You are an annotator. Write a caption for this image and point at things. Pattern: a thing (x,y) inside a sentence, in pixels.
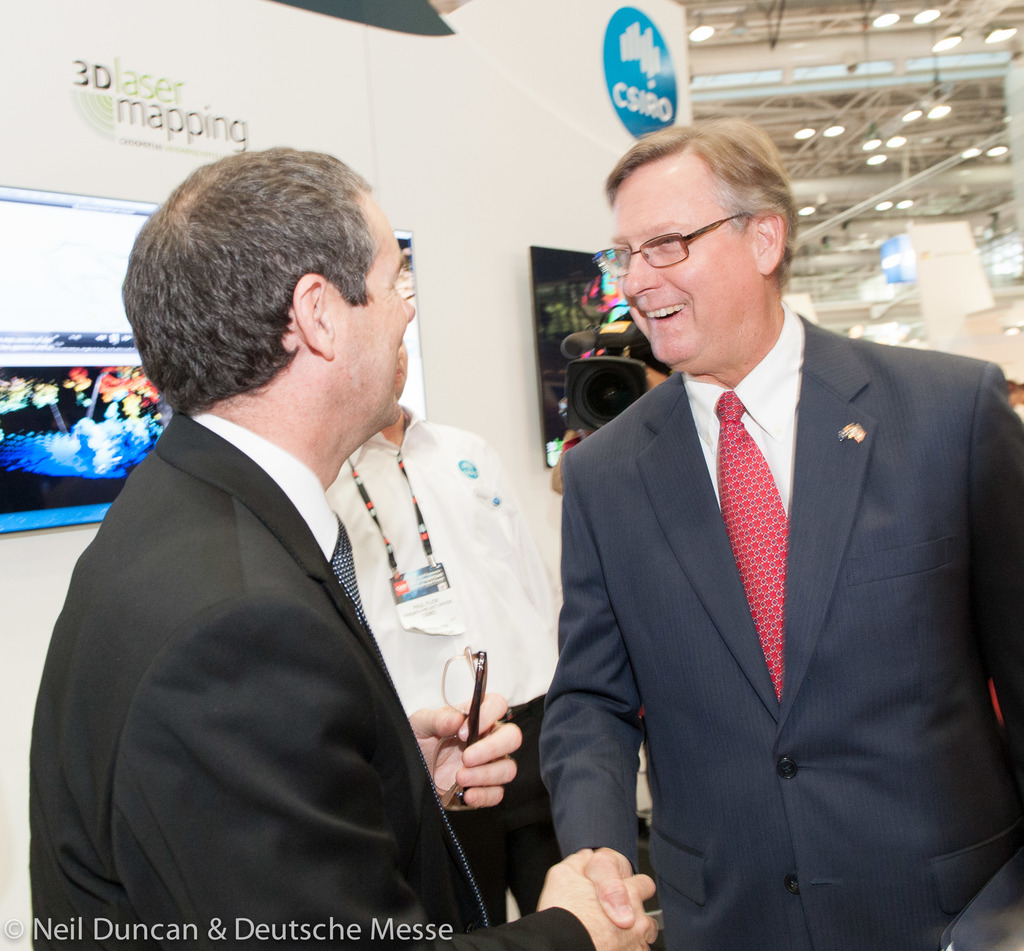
In this image I can see three persons (476,543) are standing in the front (456,782) and I can see all of them are wearing formal dress (468,551). In the background (1,394) I can see few screens (540,253) on the wall (78,23) and above it I can see something is written. I can also a camera (584,383) in the background (618,325) and on the top right side of this image (701,24) I can see number of lights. I can also see a watermark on the bottom left side (75,931).
